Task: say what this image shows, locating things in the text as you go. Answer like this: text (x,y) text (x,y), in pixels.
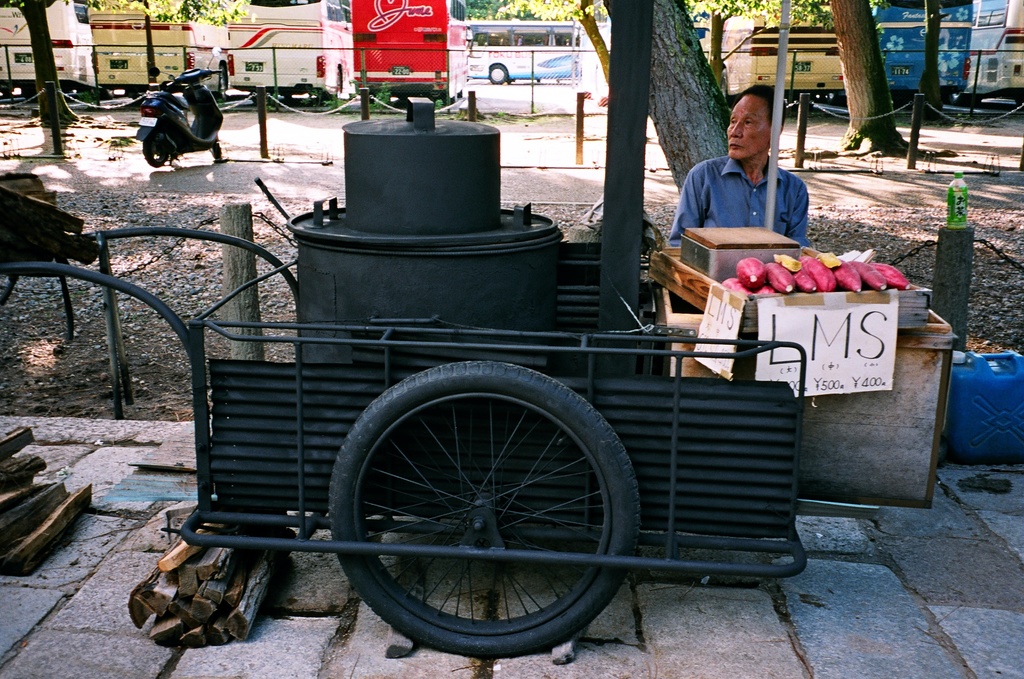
In this image we can see a person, fruits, poster (812,371), wheel (617,542), poles (966,327), bottle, wooden sticks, bike (186,95), road (250,128), and few objects (705,294). In the background (171,56) we can see vehicles (832,56), fence (921,93), and trees (854,91).
